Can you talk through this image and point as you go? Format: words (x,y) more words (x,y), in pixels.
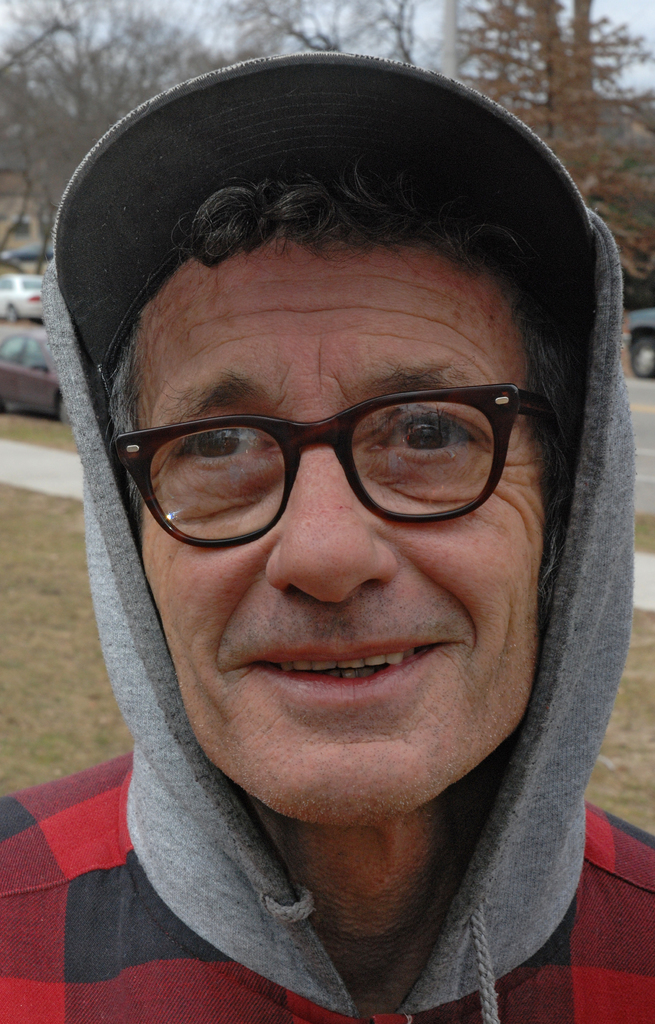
In front of the picture, we see the man (259,673) is wearing the black and red check shirt (134,906). He is wearing the spectacles (242,456) and a cap (131,173). He is smiling and he might be posing for the photo. Behind him, we see the cars (0,306) are moving on the road (632,381). There are trees (627,287) in the background (636,284). This picture is blurred in the background (48,66).
